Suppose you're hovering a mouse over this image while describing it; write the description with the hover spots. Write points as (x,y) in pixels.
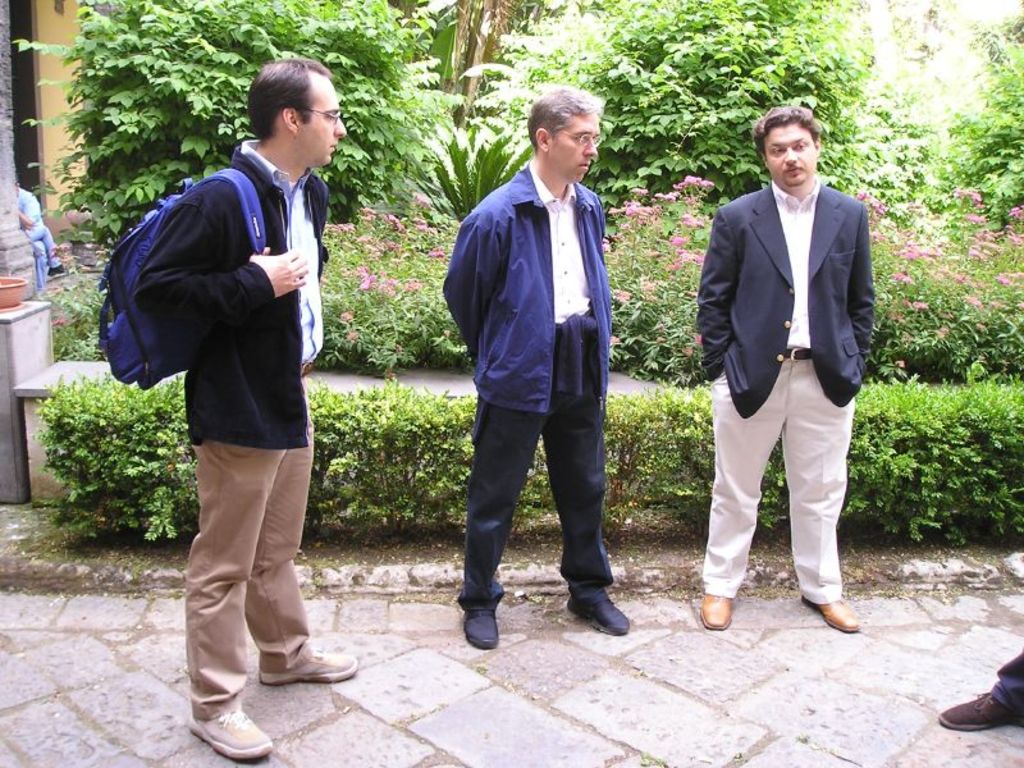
In the image we can see there are men (757,433) standing, wearing clothes (265,453), shoes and two of them are wearing spectacles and the left side man (202,244) is carrying a bag (124,335). Here we can see plants (73,334), footpath (511,652) and we can even see other people (21,218) sitting.
